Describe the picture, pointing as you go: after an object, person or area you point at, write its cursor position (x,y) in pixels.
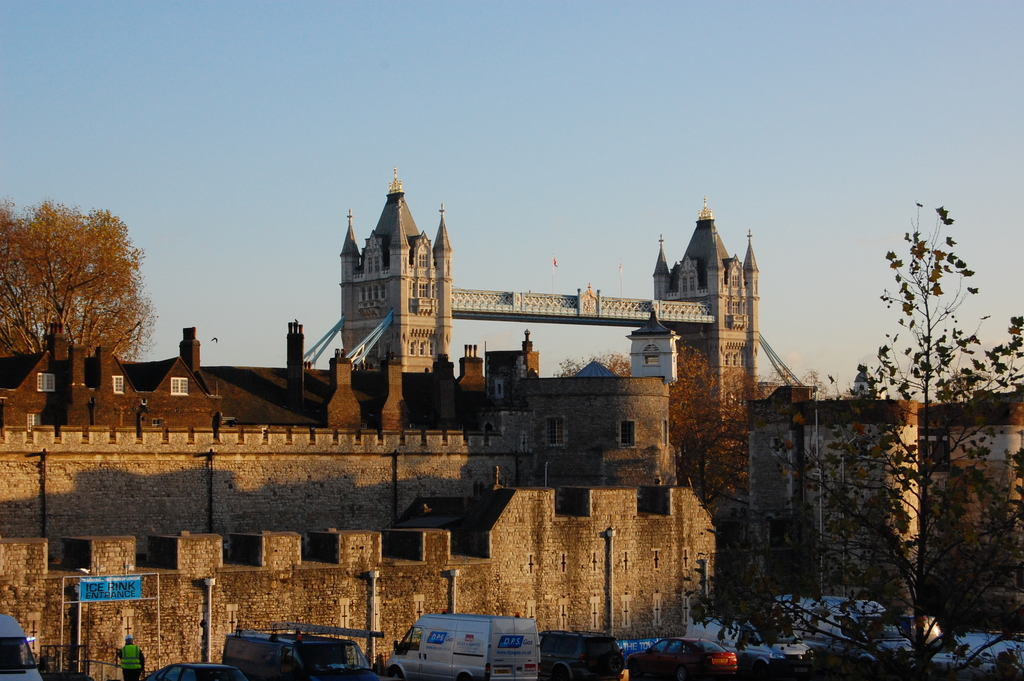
In this image I can see there is an old architecture building (600,434), at the bottom of the image (457,632) there are vehicles (540,660). In the left bottom corner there is a person (134,646) standing, and at the top of the image (627,71) there is sky (273,67) and tree (122,239).
